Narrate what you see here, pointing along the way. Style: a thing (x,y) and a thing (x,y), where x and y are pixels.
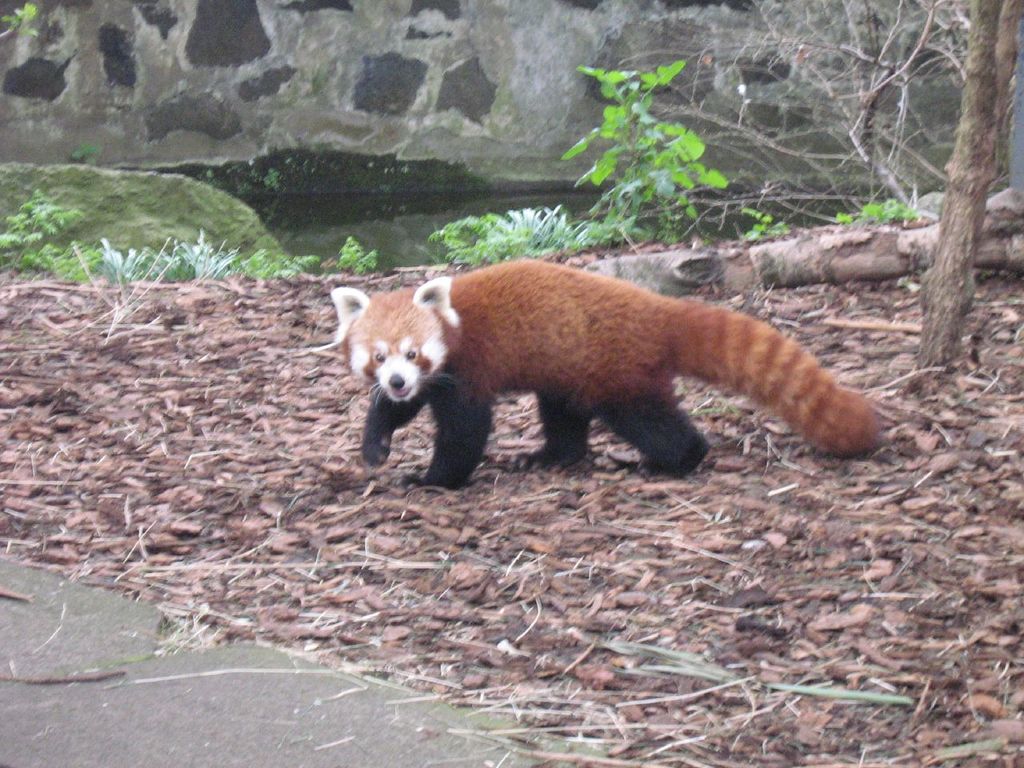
In this image we can see a red panda (829,428) on the ground (386,508). Here we can see dry leaves (325,521), plants (57,233), stones (102,200), water (368,235), trees (972,211) and the wall (587,100) in the background (395,149).
